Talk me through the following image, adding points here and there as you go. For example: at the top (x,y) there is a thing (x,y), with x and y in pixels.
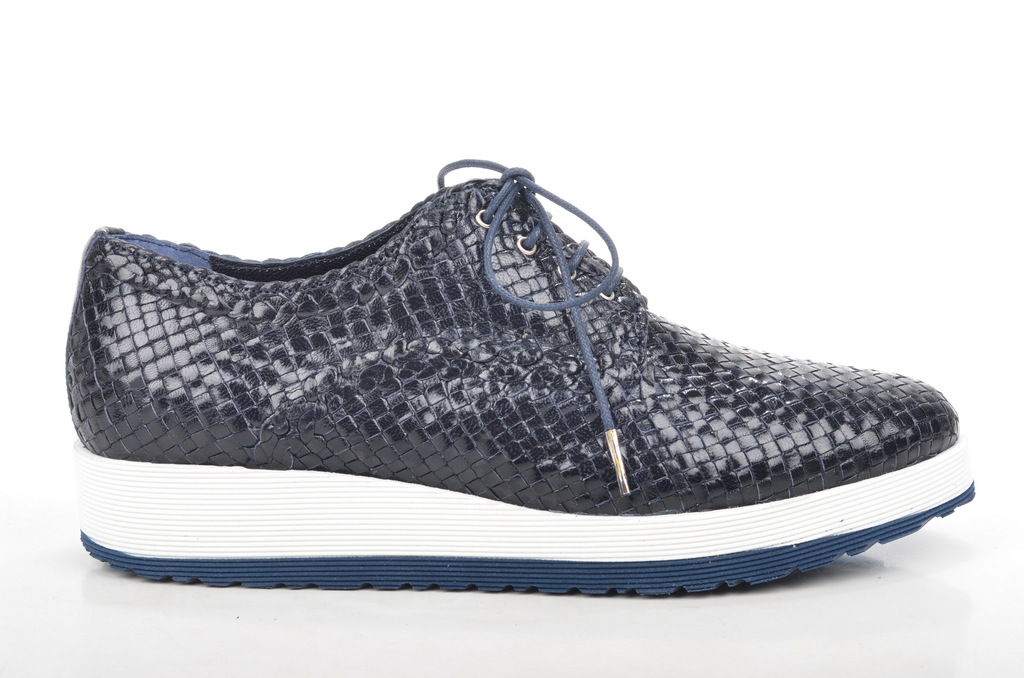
In the center of the image (506,410) we can see one shoe (585,485), which is in blue and white color. And we can see a navy blue color shoelace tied on the shoe (697,449).
